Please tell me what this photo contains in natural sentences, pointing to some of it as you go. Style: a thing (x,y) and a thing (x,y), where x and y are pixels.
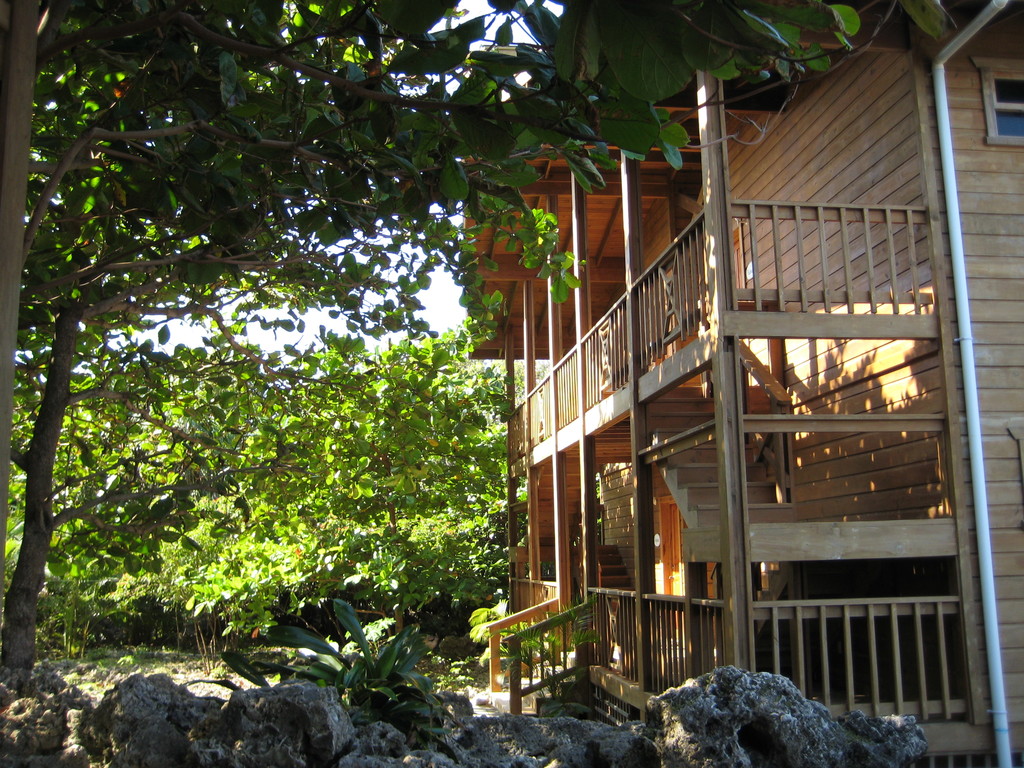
To the bottom of the image (556,729) there are stones (522,725) and also there is grass (396,684). To the left side of the image (175,365) there are many trees (249,418). And to the right side of the image (1009,346) there is a wooden building (961,517) with wall (831,255), balcony (646,329), steps (700,517), railing (546,391) and also there is a plastic pipe (998,738) and glass window (1002,105).
